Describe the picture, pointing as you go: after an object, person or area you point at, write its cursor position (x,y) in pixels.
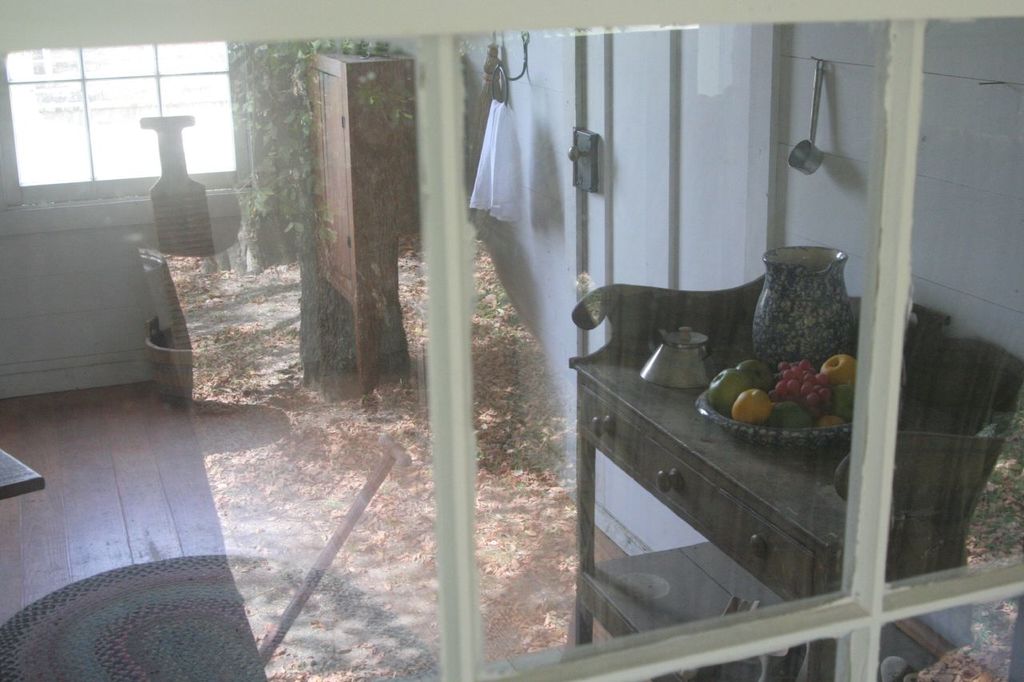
In the front of the image (434,620) there is a glass door (452,635). Behind the glass (628,334) there is a table (797,555) with fruit bowl (755,373), kettle (683,334) and a jar (775,253). On the wall (781,119) there is a spoon (813,167), door (638,75), and a hanger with cloth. There is a cupboard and floor mat (130,644) on the floor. In the background (276,117) there is a wall (144,235) with windows (26,132).
